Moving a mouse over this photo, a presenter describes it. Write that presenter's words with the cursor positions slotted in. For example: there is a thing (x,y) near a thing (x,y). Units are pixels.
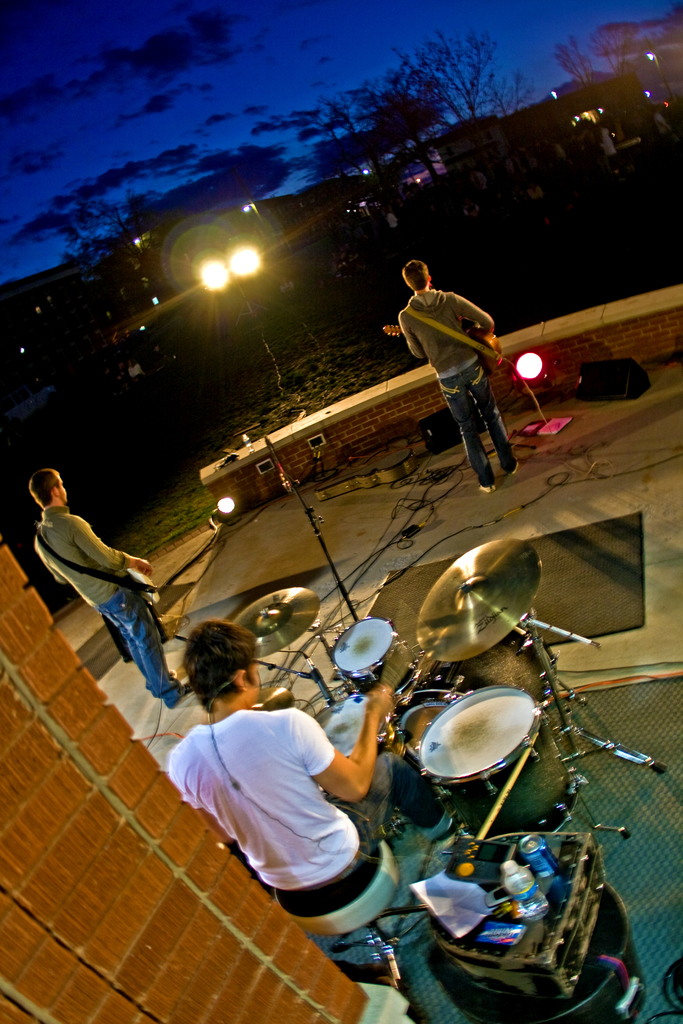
In the image there is a man (323,753) playing drum (292,617) and in the front (468,384) there is another guy (145,643) playing guitar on left side (60,524) and other guy (485,389) playing guitar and the sky (284,141) full of clouds (273,152) it's dark, there is a stand (229,267) with lights (238,269) in the back (242,268).
